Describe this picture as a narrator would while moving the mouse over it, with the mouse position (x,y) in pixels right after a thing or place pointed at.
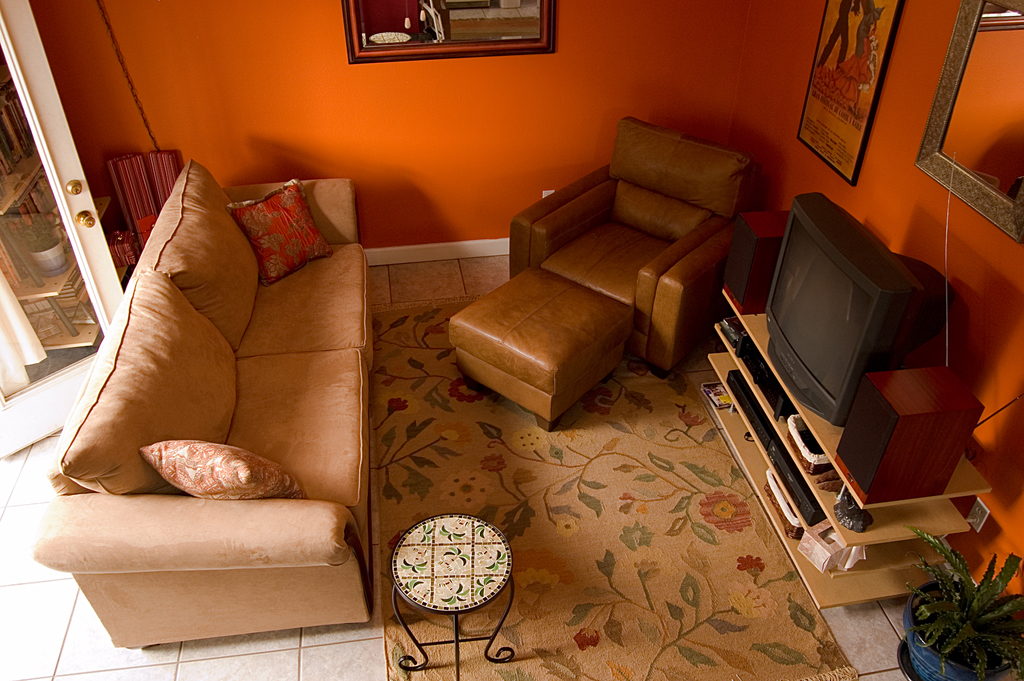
This image is taken inside a room (223,214). In the left side of the image (328,609) there is a door (33,179), a sofa (211,439) with pillows (218,458) on it. In the right side of the image (1008,663) there is a plant (958,621) with a pot (920,653), a table (892,564) which has few things (749,413) on it and a monitor (813,347). At the bottom of the image (679,626) there is a floor (35,601) with mat (684,586) and stool (462,586). At the background (523,53) there is a wall (686,72) with few paintings (813,113) and frames (488,37) on it.
